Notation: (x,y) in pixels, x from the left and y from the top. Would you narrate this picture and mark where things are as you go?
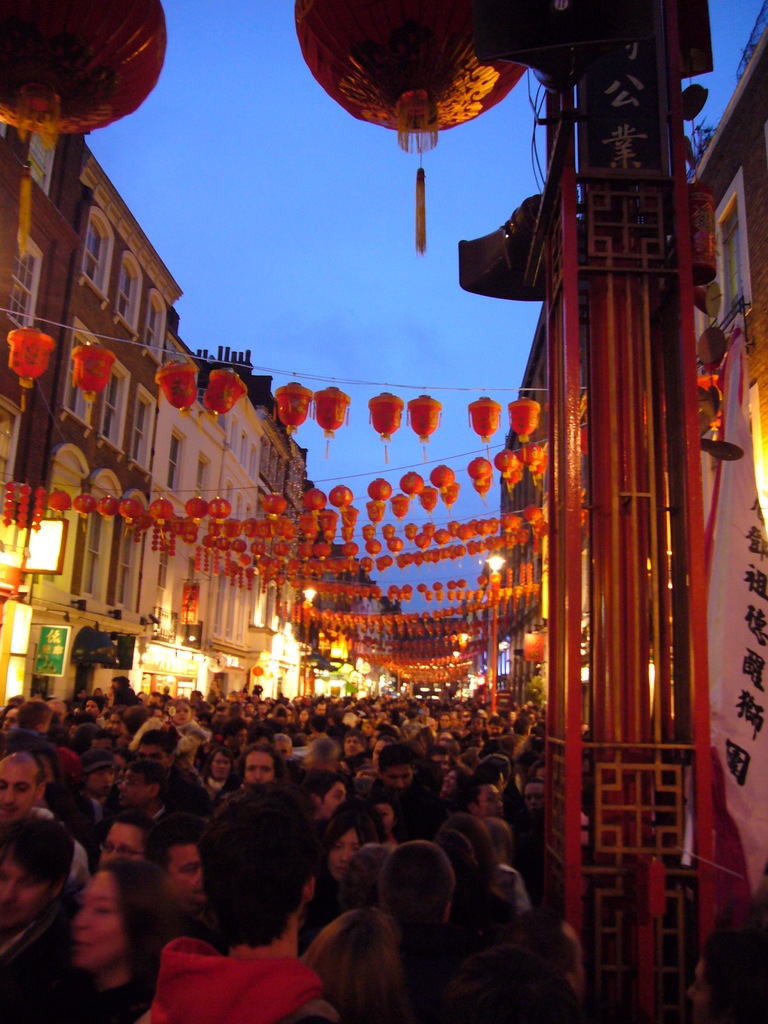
In this image at the bottom (338,709) there are a group of people (338,839), and on the right side of the image (568,441) there is a pole (628,320) and some banners (721,573). And in the center of the image (422,416) there are some lights (496,425), and ropes (450,580) and on the right side (525,607) and left side (106,332) there are buildings (3,209), lights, boards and poles (553,520). At the top (329,191) there is sky (187,92) and also we could see some ball like objects (140,59).
